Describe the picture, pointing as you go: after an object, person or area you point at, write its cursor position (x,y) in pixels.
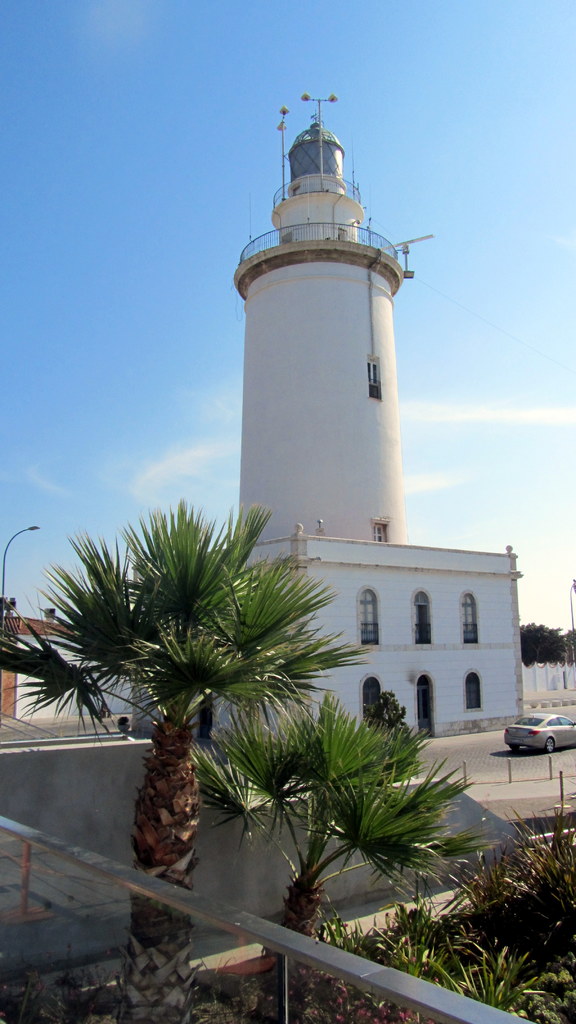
This is an outside view. At the bottom of the image (397,965) there are some plants (397,965) and trees (217,663). In the background (436,613) there is a building (467,613) and tower (322,382). On the right side (538,730) there is a car (516,737) on the road (450,740). At the top of the image (116,203) I can see the sky (112,300).
